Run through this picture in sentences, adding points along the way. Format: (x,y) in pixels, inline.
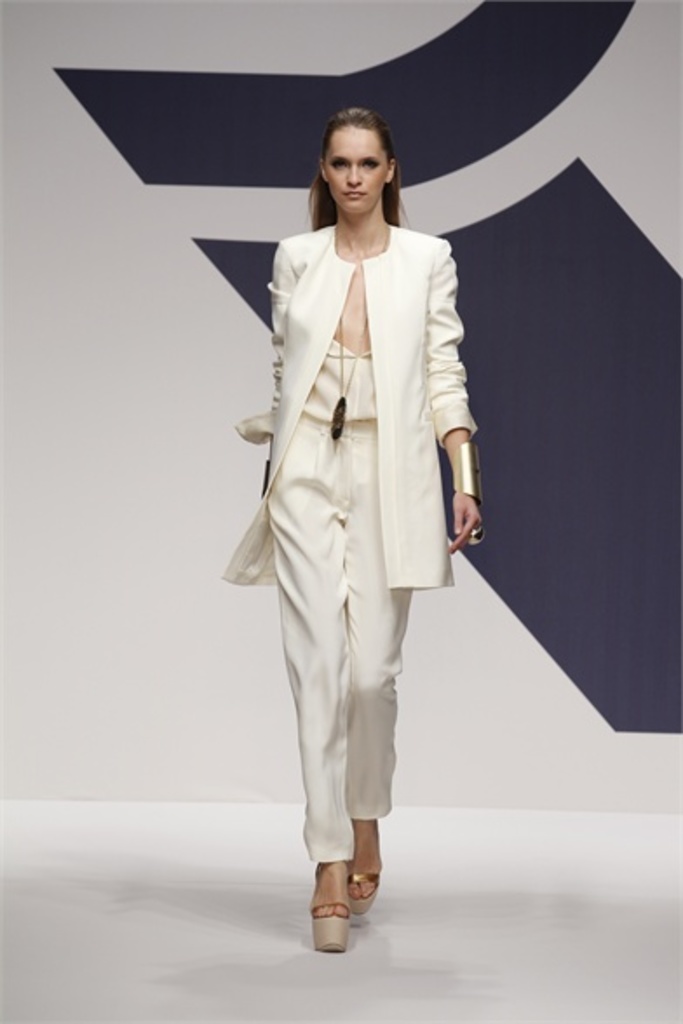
In this image, in the middle (368,487), we can see a woman (417,330) walking on the floor (575,936). In the background (153,334), we can see black color and white color.
